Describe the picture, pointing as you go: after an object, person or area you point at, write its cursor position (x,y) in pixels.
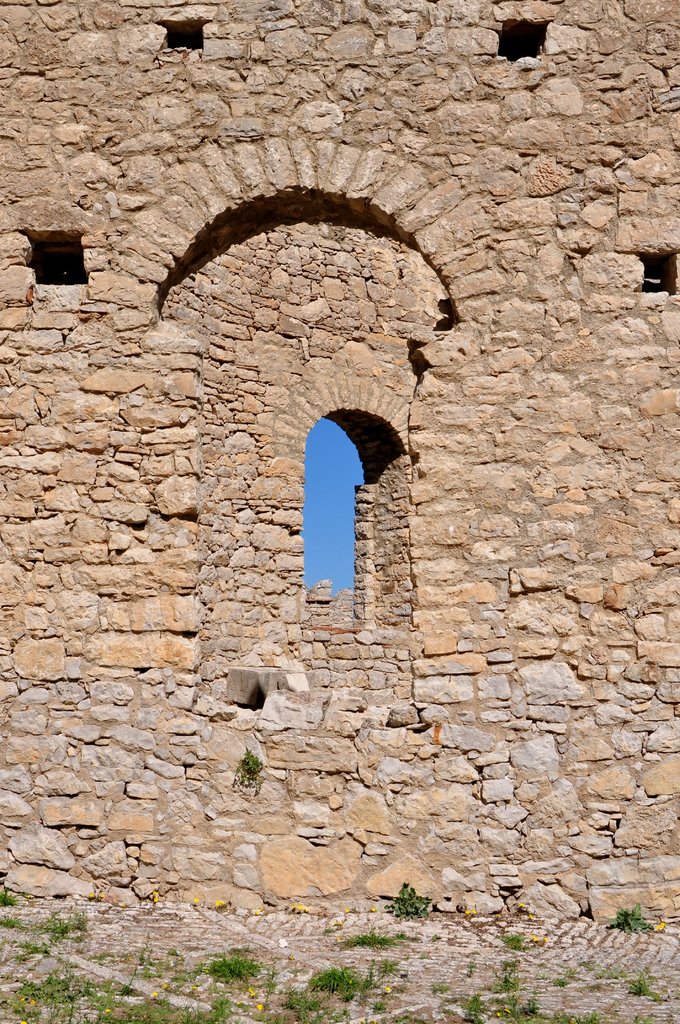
In this picture we can see a stone wall (239,128), at the bottom (219,969) there are some plants (349,969), we can see the sky (319,534) in the background (316,514).
